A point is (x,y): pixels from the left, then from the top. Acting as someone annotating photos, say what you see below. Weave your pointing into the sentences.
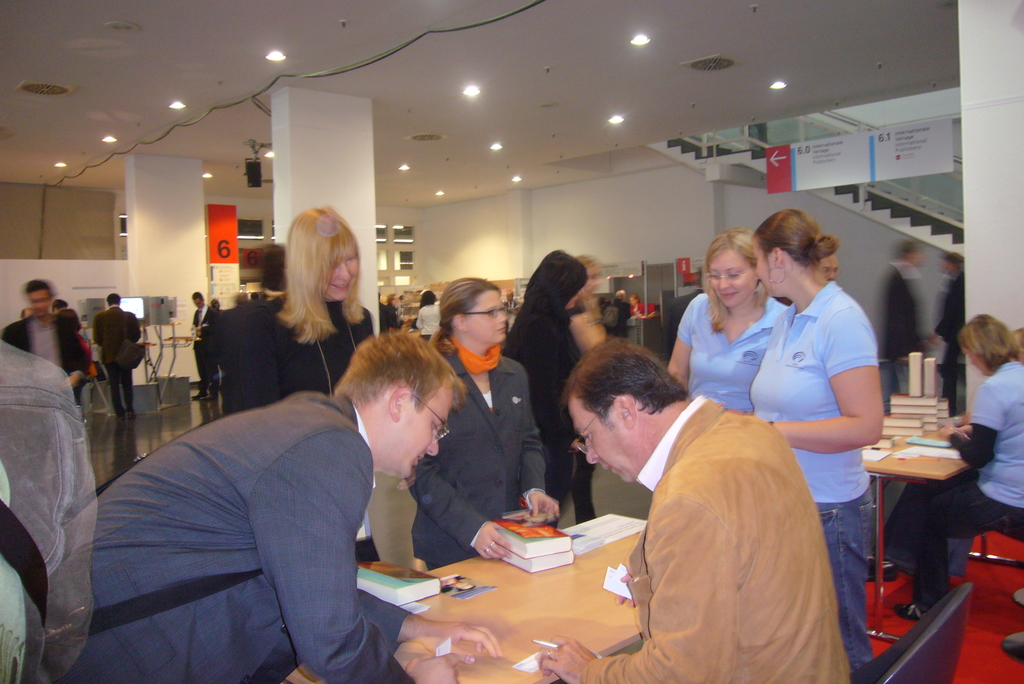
In the given image i can see a tables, books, people (804,240), stairs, railing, walls (699,188), lights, floor mat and some other objects (944,623).
